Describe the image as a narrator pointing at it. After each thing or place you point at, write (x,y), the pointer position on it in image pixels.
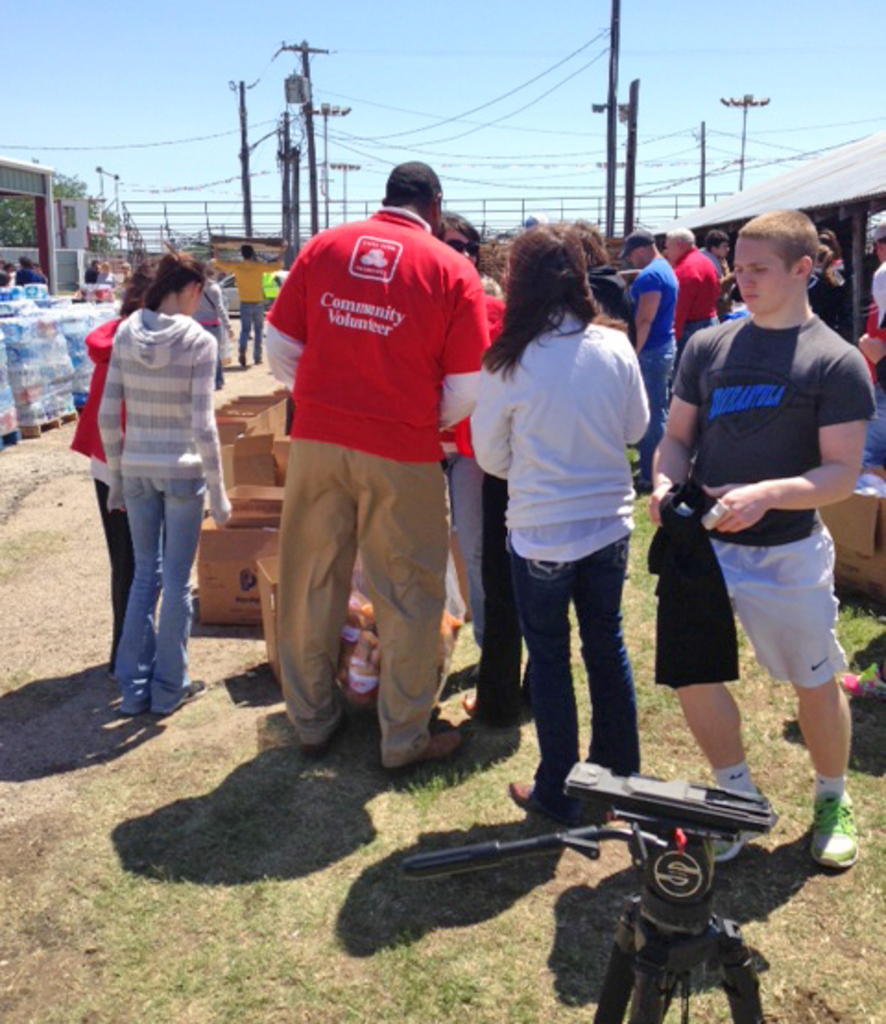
In the center of the image (418,364) we can see many persons (446,345) standing on the grass (178,798). At the bottom of the image (677,865) we can see camera stand (637,844). In the background (166,137) we can see poles (101,193), tree (62,188) and sky (152,46).
